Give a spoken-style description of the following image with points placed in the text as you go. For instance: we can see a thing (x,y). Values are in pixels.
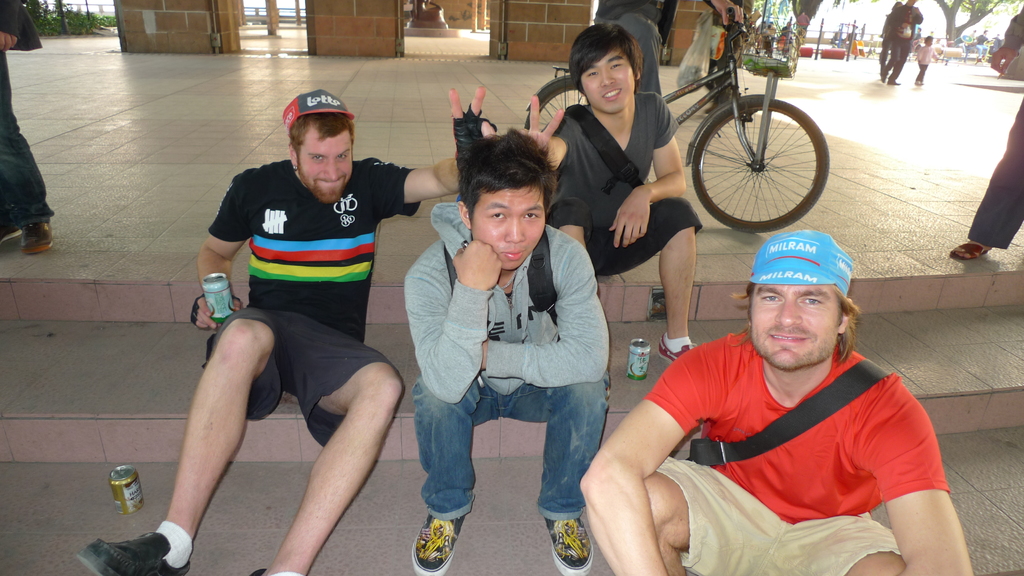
As we can see in the image there are few people (541,289) sitting on floor (136,138) and one person (634,132) sitting near bicycle (706,120).
